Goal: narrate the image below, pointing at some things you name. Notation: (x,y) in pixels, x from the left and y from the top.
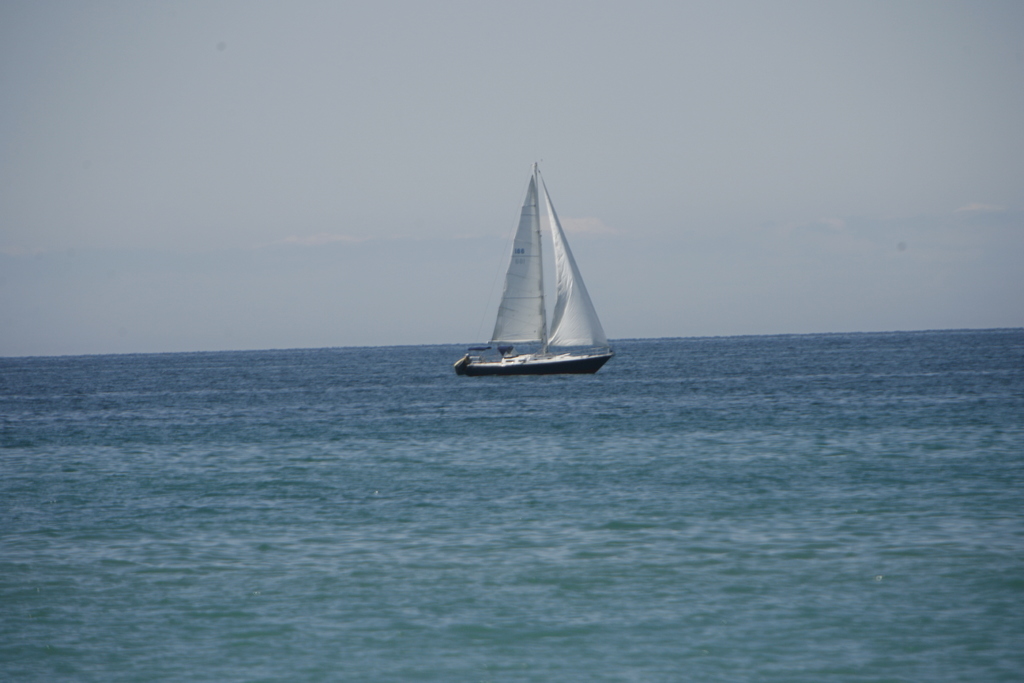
In this picture there is a boat (515,301) in the center of the image (559,255) on the water (489,682) in the image.
